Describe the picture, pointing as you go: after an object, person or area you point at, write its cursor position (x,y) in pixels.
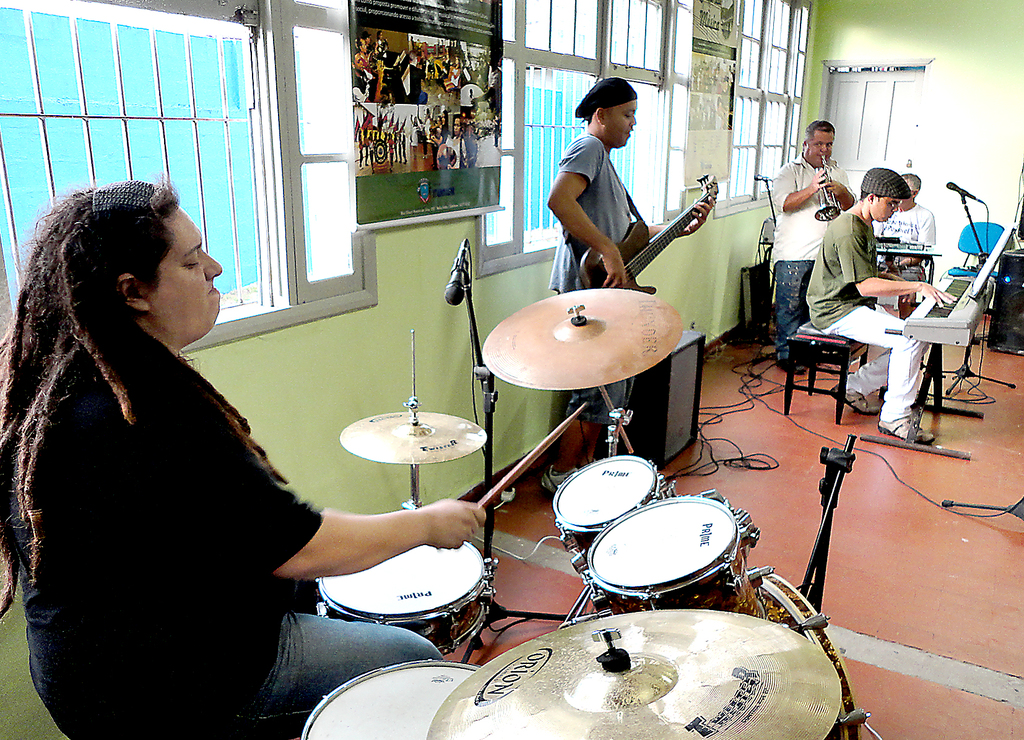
In this image we can see five people (96,673) who are playing a musical instruments (859,733). They are playing a snare drum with drum sticks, playing a piano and playing a trumpet (821,215).
